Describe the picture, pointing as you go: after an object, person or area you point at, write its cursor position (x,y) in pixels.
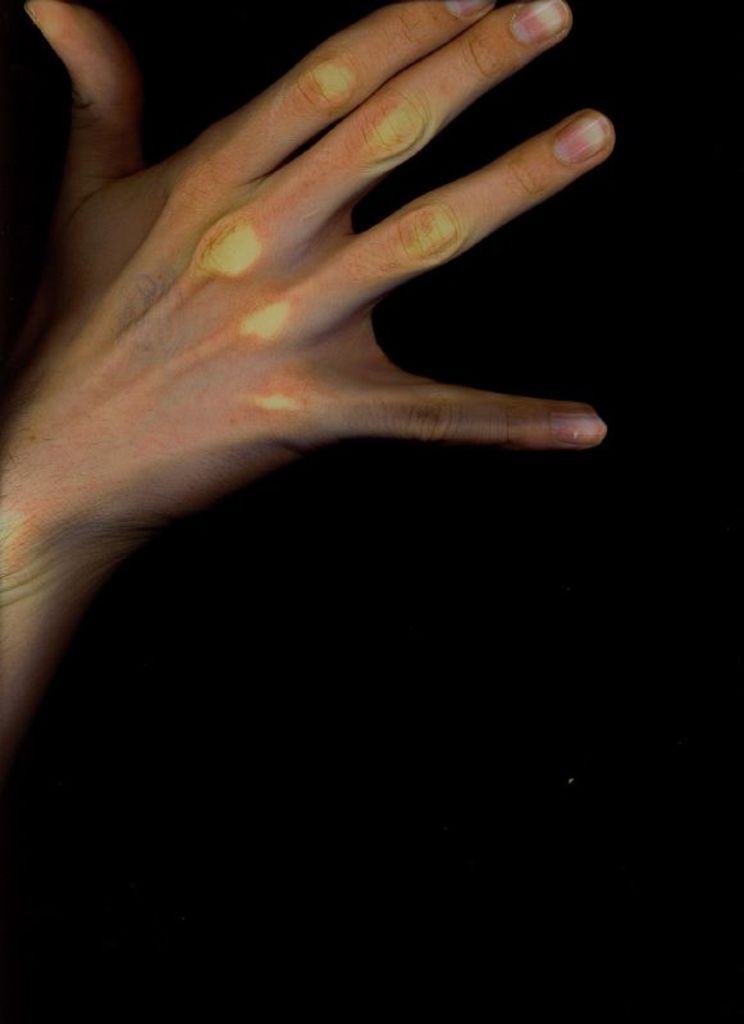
In this picture we can see a person's hand (170,223). Behind the hand (137,243), there is the dark background (669,146).
